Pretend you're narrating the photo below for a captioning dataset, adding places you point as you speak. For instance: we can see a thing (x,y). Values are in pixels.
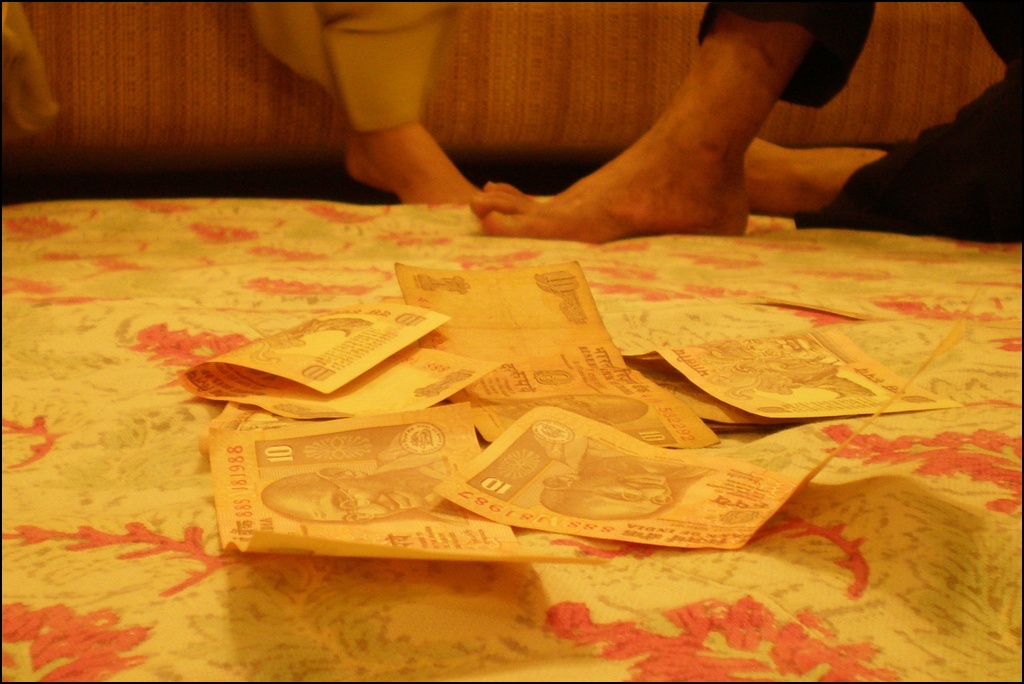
In this picture there are two persons (870,192) sitting and there are ten rupee notes (422,533). At the bottom (804,491) there is a floral cloth (201,500).
